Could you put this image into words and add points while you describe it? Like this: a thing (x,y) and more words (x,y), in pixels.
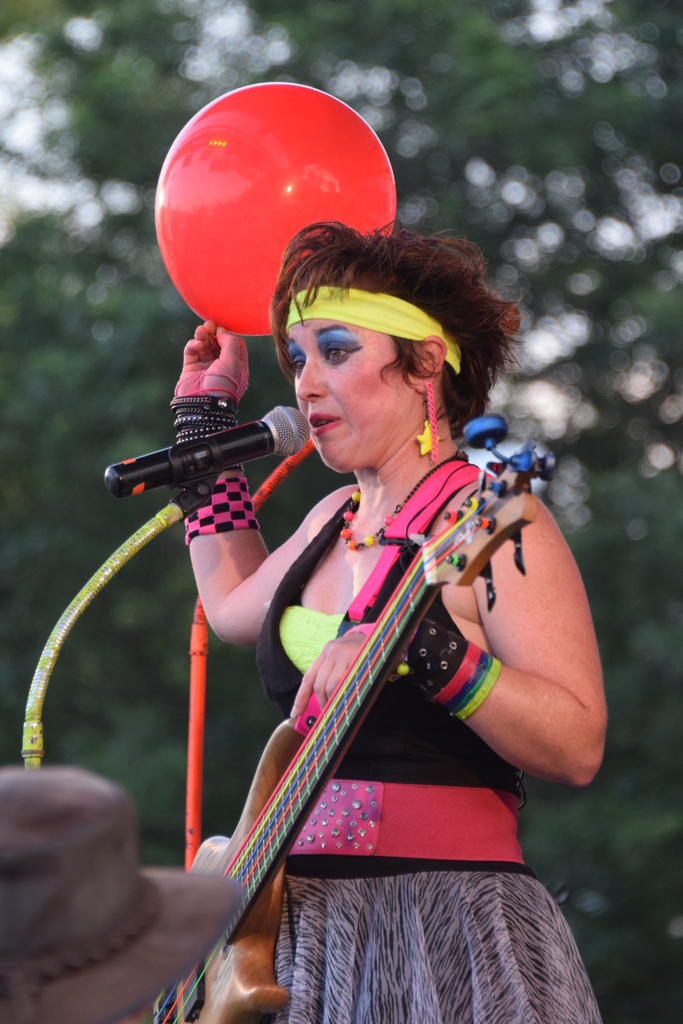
Here I can see a woman (374,834) standing facing toward the left side, holding a guitar (290,772) and it seems like she is speaking. In front of her I can see a mike stand (33,706). She is holding a red color balloon (227,229) in the right hand (215,360). In the bottom left (63,851) I can see a cap (91,845). In the background (568,477) there are some trees (568,477).
